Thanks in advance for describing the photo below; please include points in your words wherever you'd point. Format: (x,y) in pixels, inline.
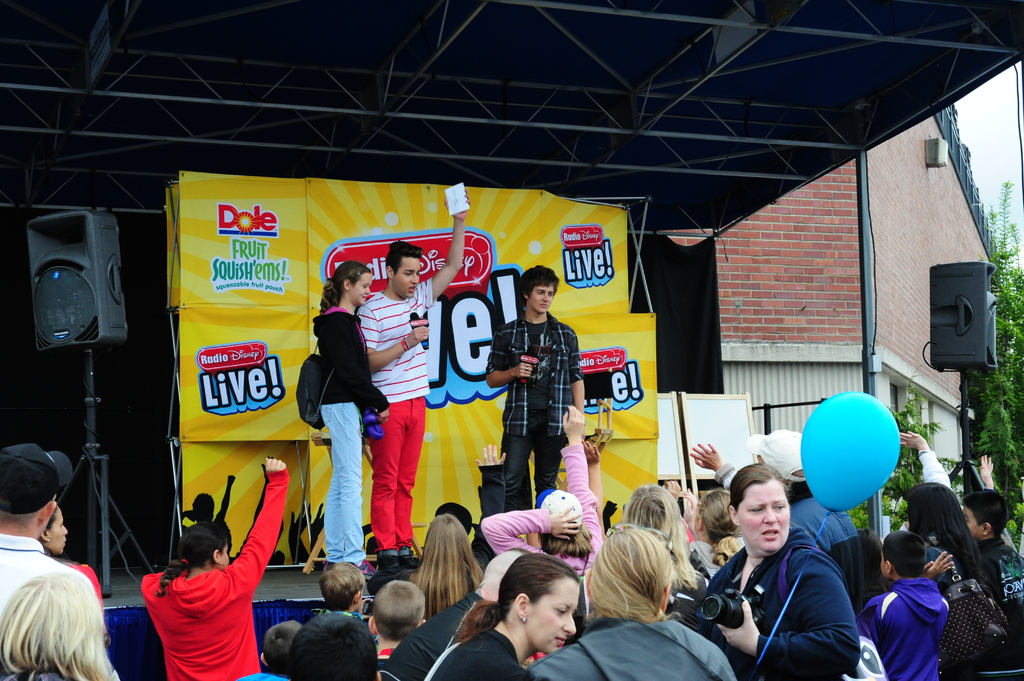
In this image I see 2 men (412,350) and a girl (323,307) who are on the stage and I see the board (454,384) on which there is something written and I see a speaker (84,350) over here and I see that these both are holding mics (424,346) in their hands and I see number of people (666,532) over here and I see a blue color balloon (831,467) over here and in the background (845,358) I see a building (819,243) and I see another speaker (963,317) over here and I see the green leaves (999,377) on stems (1022,405) and I see the sky (1003,123).
